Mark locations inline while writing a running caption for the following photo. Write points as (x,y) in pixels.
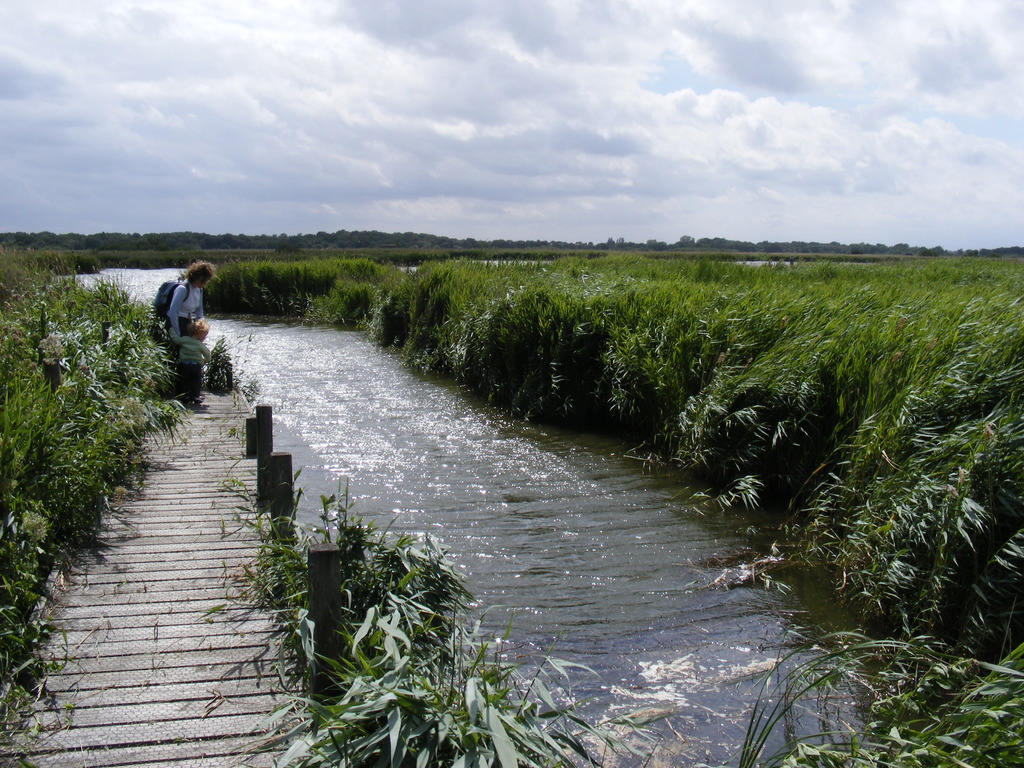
This looks like a canal (407,463) with the water (329,350) flowing. I think this is a wooden platform (190,523). I can see the person (179,315) and a kid (188,354) standing. These are the plants (592,333). Here is the sky (486,105).
